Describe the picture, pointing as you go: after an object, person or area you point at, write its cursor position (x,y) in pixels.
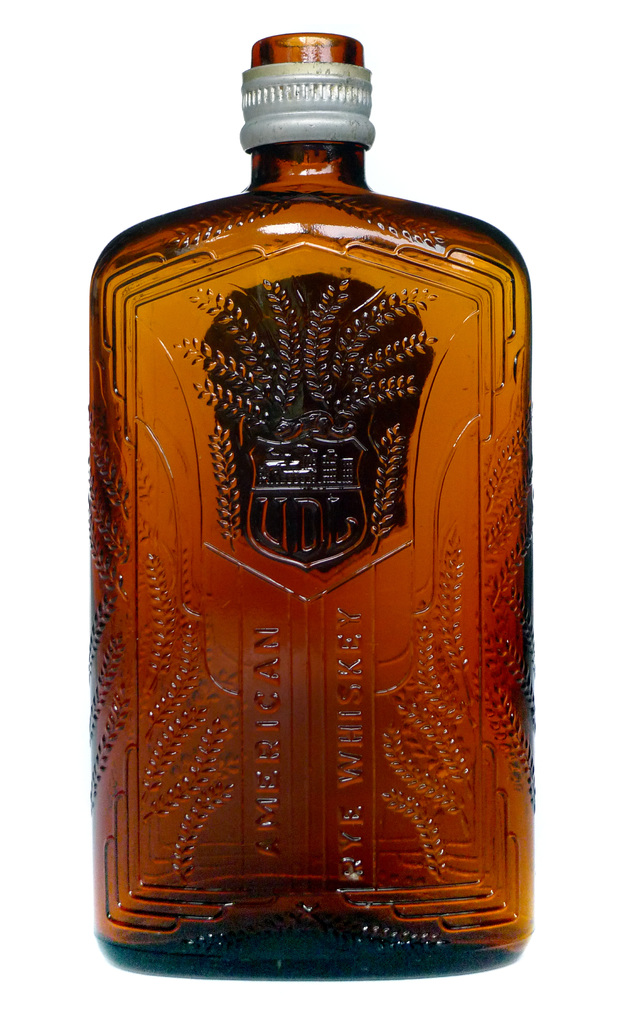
This is the whisky bottle (468,943) which is in brown color and it is written american rye whiskey and also there is a steel seal (326,98) on the bottle cap (329,87).
